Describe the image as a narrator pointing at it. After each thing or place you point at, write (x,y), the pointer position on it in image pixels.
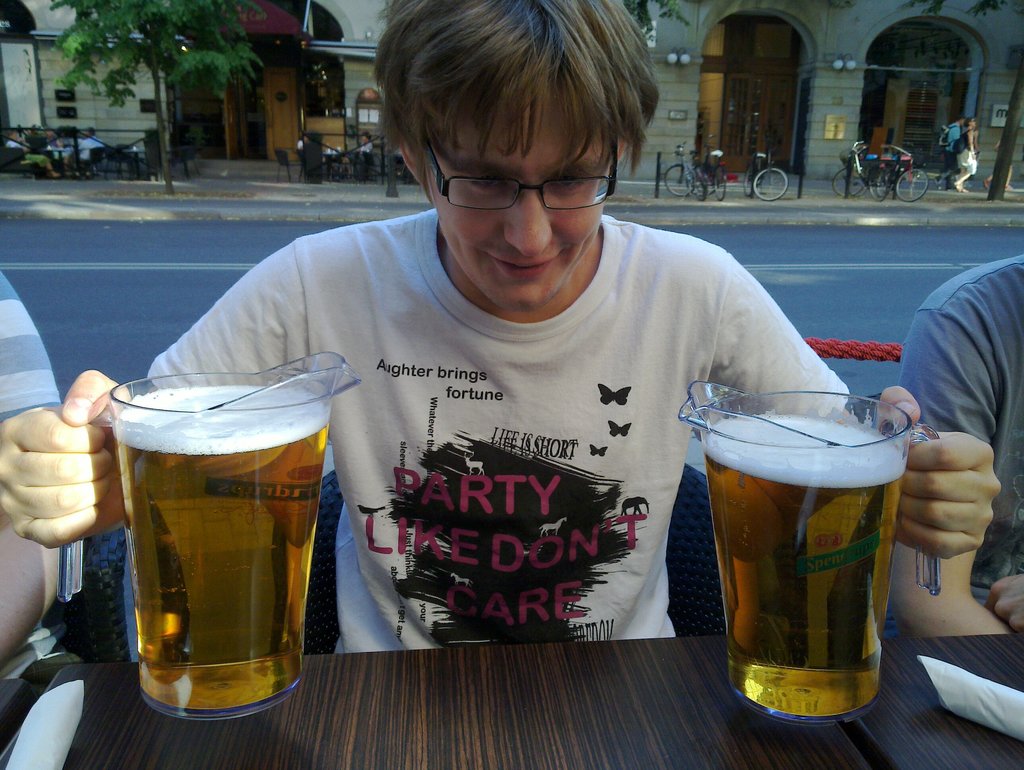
Here we can see a guy (373,387) holding two glasses (247,494) of beers (779,494) which are kept on the table (662,671) and behind him we can see bicycles (756,188), building (736,82) and trees (205,48).
